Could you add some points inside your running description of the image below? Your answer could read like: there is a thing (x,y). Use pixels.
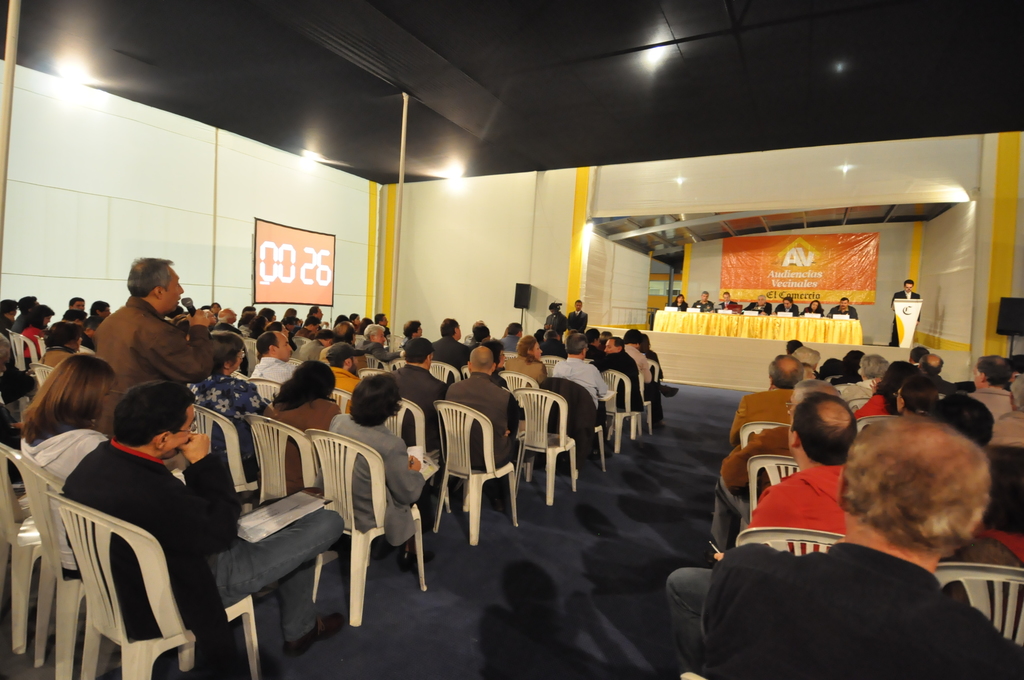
In this picture there are several people (408,386) sitting on the chair (802,536). To the left side of the image (310,280) there is an electronic wall clock (277,256) attached to the curtain (344,294), there is also a stage (750,285) with people (796,309).
